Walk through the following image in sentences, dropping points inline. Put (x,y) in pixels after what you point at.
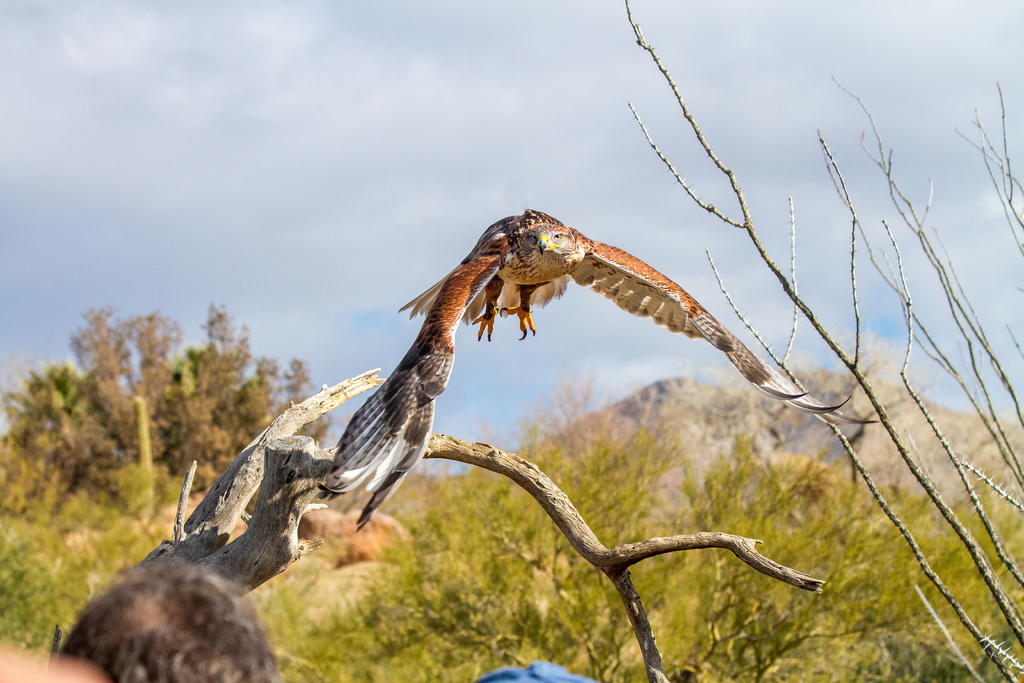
In the center of the picture (551,265) there is an eagle (479,313). In the foreground of the picture (225,494) there are people (180,670) and trees (241,524). The background (30,419) is blurred. In the background (71,421) there are trees (741,502) and hill (790,426), it is cloudy.
